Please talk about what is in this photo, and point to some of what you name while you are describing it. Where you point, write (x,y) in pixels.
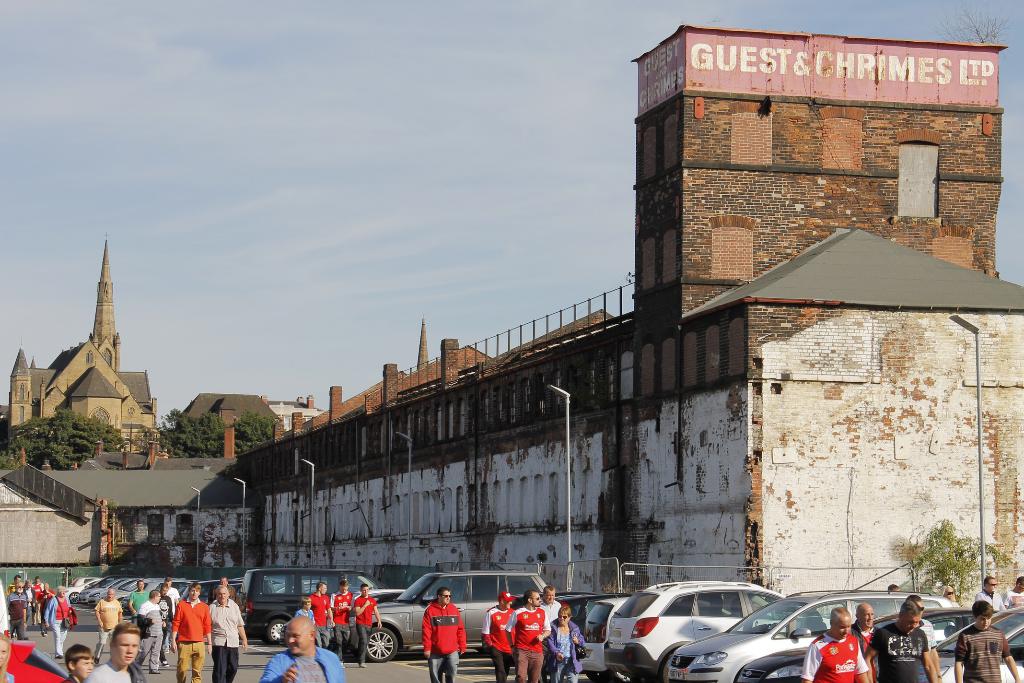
In this image we can see a few people (168,585) walking on the road (277,645), there are few vehicles (433,579), there are light poles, trees (67,452), buildings (420,351), fencing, also we can see the sky (301,148).
